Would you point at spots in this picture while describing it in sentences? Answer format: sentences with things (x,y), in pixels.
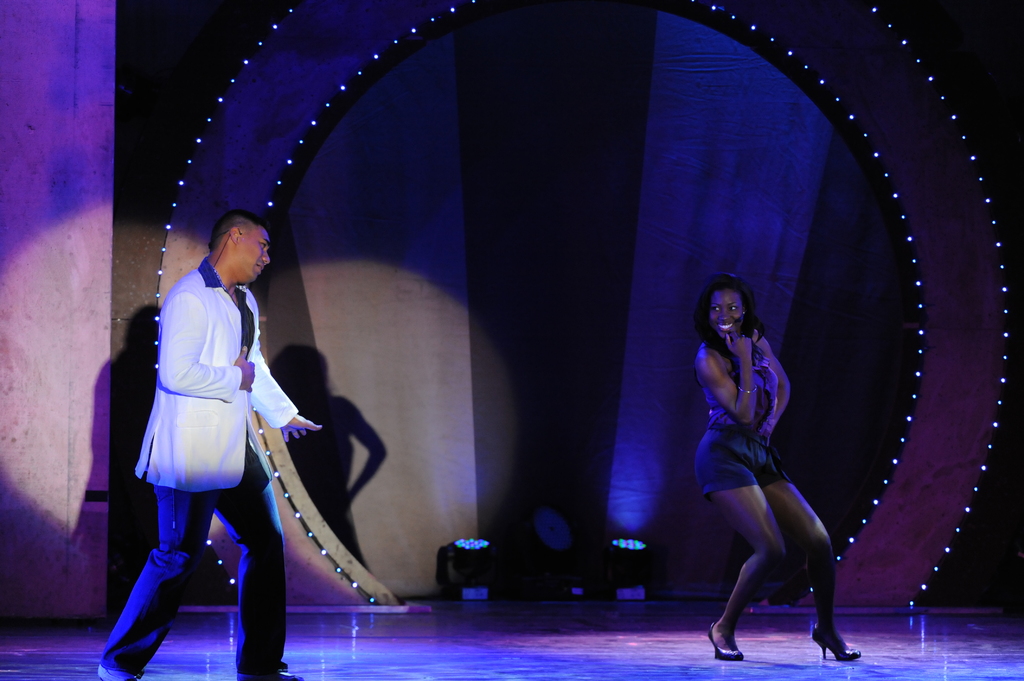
In this image, at the left side (149,625) there is a man (171,368) standing, he is wearing a white color coat (189,412), at the right side (740,523) there is a woman (731,618), she is standing and she is smiling, there are blue color light shadows (659,300).
